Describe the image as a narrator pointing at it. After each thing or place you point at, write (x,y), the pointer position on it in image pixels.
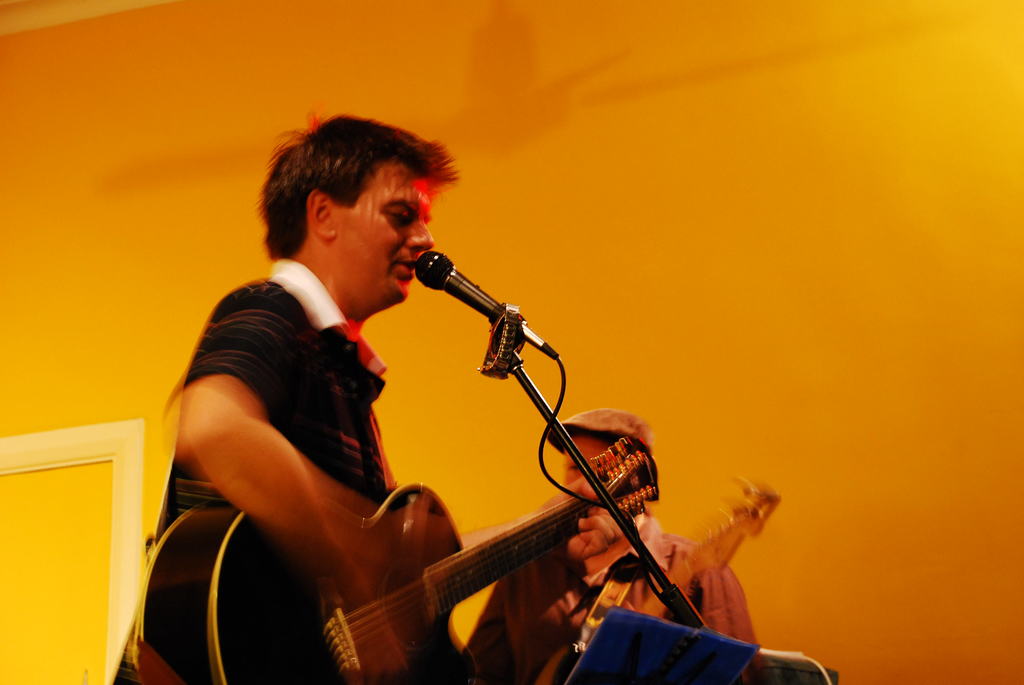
In this Image I see 2 persons (493,675), in which this man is holding a guitar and is standing in front of the mic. In the background (797,26) I see the wall (997,603) which is orange in color.
